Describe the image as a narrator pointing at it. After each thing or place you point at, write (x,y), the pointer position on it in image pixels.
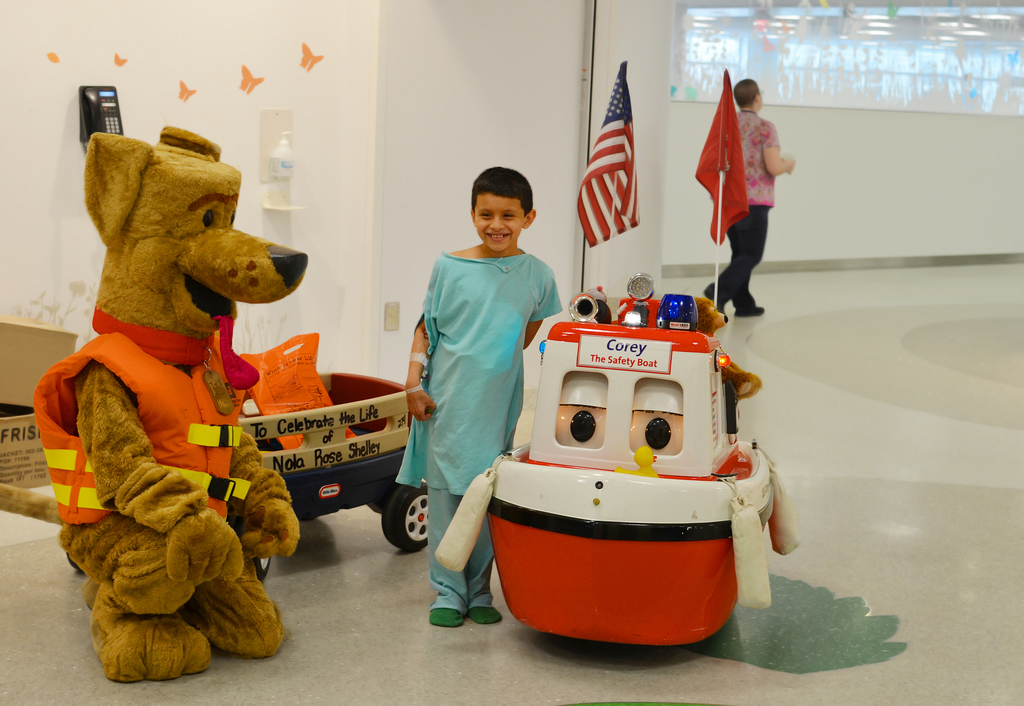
The boy (456,368) in blue dress (456,368) is standing beside the toy vehicles (690,500) and he is smiling. Beside that, we see a stuffed toy (195,224) and behind him, we see flags (628,115) which are in red, blue and white color. Behind that, we see a white wall (176,111) on which landline mobile (86,115) is placed. Beside that, we see the woman (773,159) in the pink shirt (764,122) is walking.
